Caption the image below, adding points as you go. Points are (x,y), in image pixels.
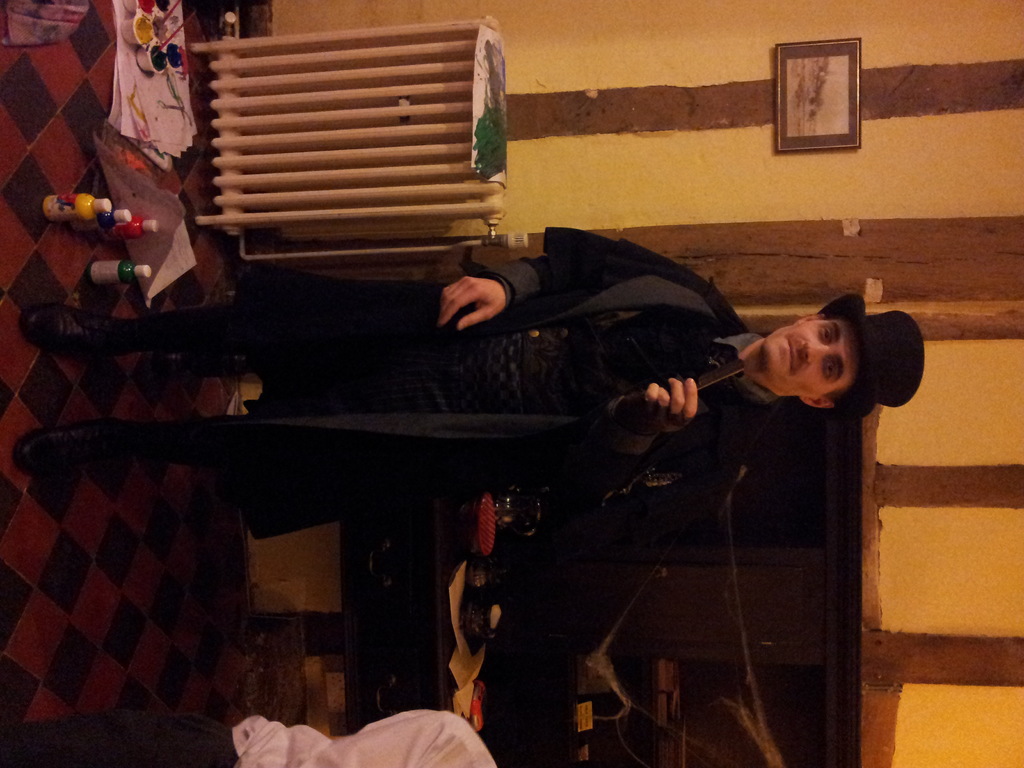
In the center (507,287) picture there is a person (331,431) standing, he is wearing a black suit (595,356). At the top (800,136) there are wall (716,118), frame (789,127), paints (173,62), bottles (86,217) and papers (179,100). At the bottom (493,719) there are fireplace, papers (461,658), person (429,740), desk (441,632) and other objects (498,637).
